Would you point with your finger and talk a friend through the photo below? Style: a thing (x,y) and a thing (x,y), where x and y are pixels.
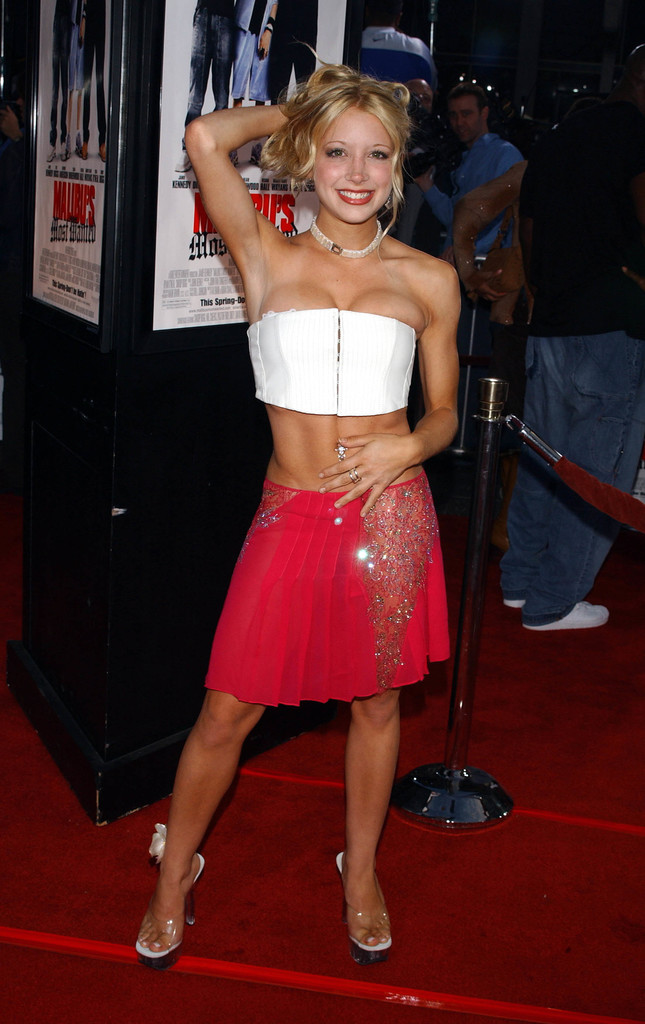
In the picture I can see a woman (322,392) is standing on a red carpet (317,737) and smiling. In the background (499,407) I can see a man (491,208), posters (82,98) attached to a black color wall (246,373) and some other objects (503,400) on the floor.
